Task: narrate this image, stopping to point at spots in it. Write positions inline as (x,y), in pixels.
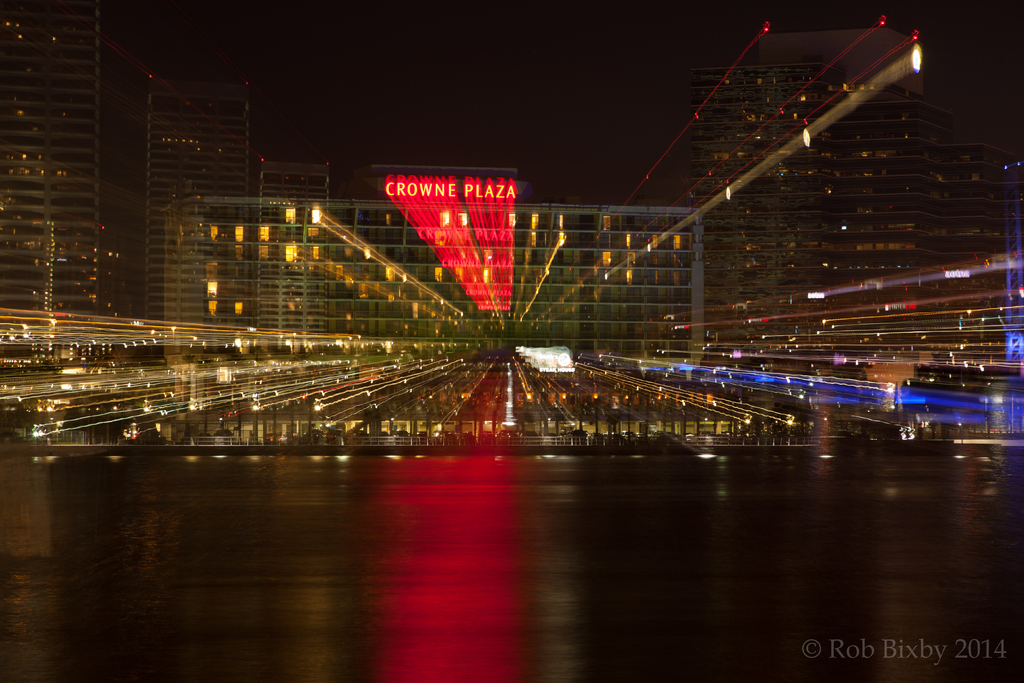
In this given picture, We can see the outer view from the glass (807,179) of multiple buildings (869,192) and lights (490,282).
